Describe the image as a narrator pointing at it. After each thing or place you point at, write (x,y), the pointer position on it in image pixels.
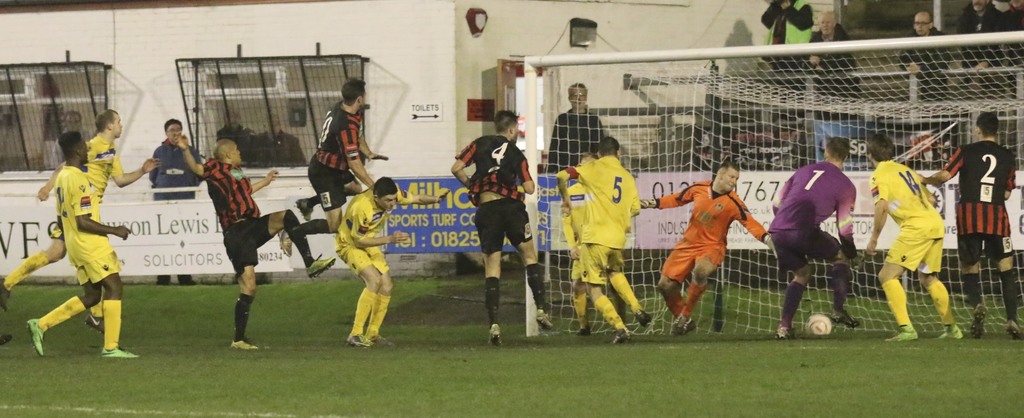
This picture might be taken inside a playground (824,391). In this image, on the right side (841,102), we can see a net fence (867,101) and group of people (847,313) playing a foot ball (814,330). On the left side (109,250), we can also see some group of people (111,263) are playing the game. In the background (251,177), there are some hoardings (153,205), people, wall (451,135), lights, metal fence (275,66), at the bottom (506,354) there is a grass (409,376) which is in green color.
